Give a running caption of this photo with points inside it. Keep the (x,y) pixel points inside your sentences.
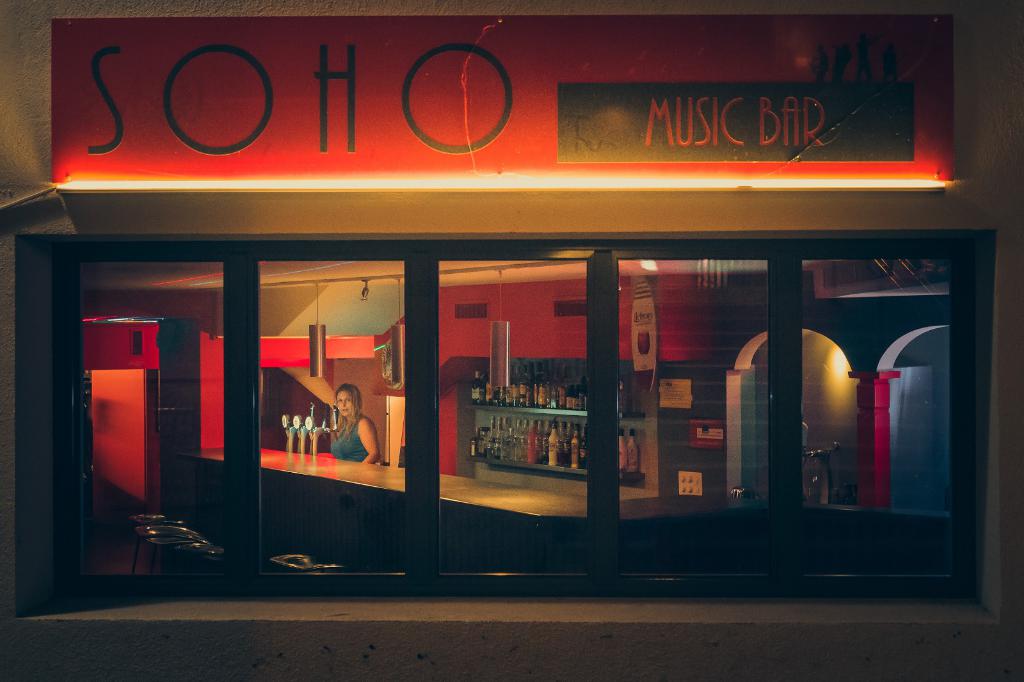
In this image there is a shop (867,445). Inside it there is a woman (346,424) behind the desk (341,475) having few objects (291,437) on it. There are few shelves (534,411) having bottles (564,422) in it. Few lights (394,353) are hanged from the roof (372,303). Before the desk (301,500) there are few stools (152,528). A name board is attached to the wall (576,217) of the building (382,202).
